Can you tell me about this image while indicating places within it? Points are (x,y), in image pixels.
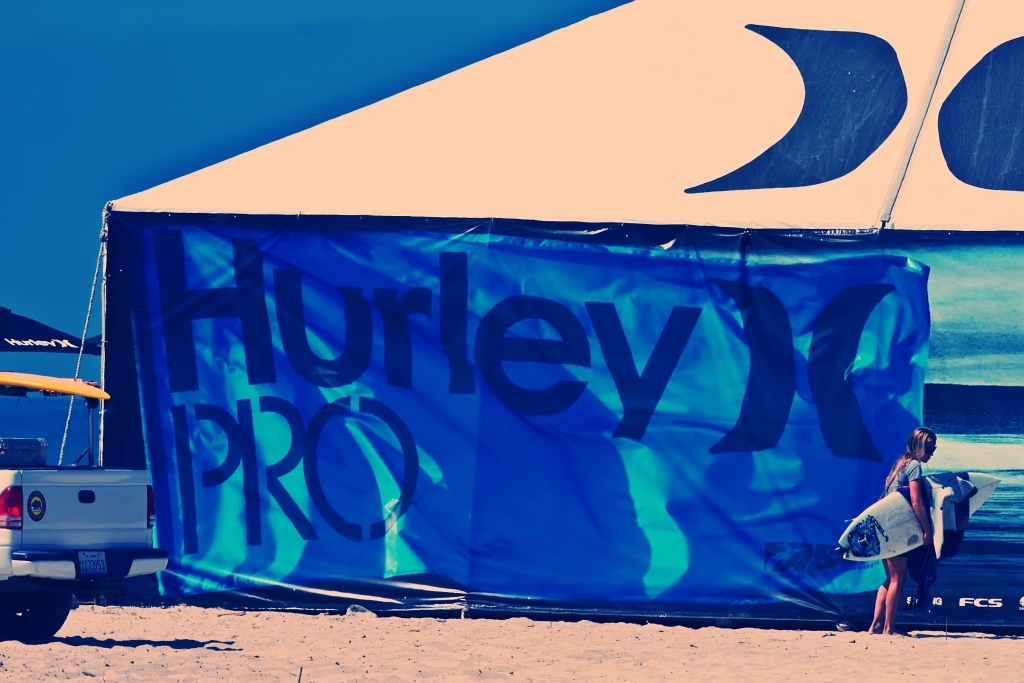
On the left side of the image (57,484) there is a vehicle (83,506). On the right side of the image (889,622) there is a person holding the surfing board (894,517). Behind her there is a tent (462,242). At the bottom of the image (510,653) there is sand (429,649). In the background of the image (75,423) there is water (65,415). There is sky (83,123).
